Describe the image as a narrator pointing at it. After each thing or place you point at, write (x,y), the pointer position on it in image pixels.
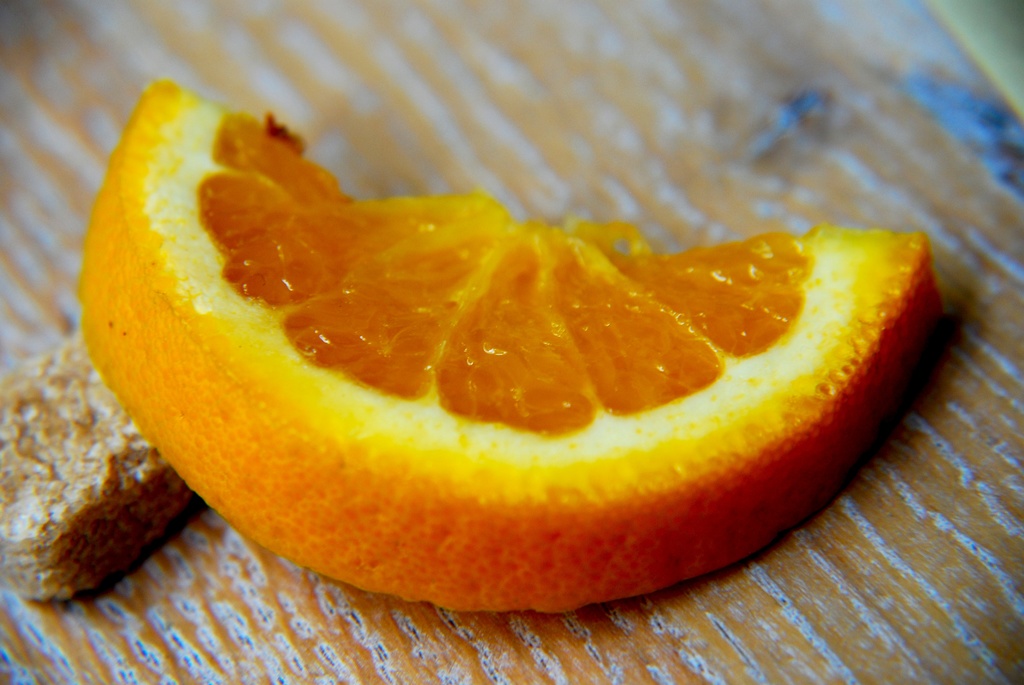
In this picture, we see a slice of orange (496,293) is placed on the wooden surface (368,603). Beside that, we see an edible (113,488). In the background (487,155), it is blurred.
